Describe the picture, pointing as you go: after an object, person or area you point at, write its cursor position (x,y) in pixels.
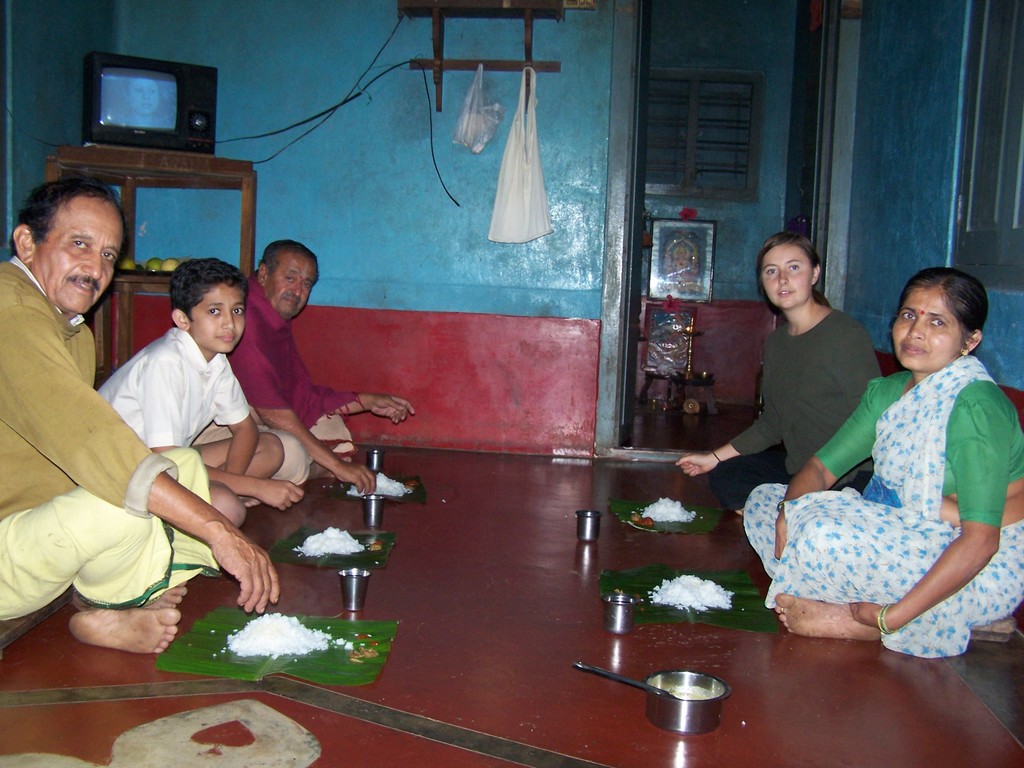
In the image at the left side (265,385) there are three men (134,464) sitting on the floor (124,657) and in front of them there are banana leaves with rice (355,496) and other food items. And also there are glasses (376,452). At the right side of the image (935,464) there are two ladies (885,414) sitting and in front of them there are banana leaves (693,574) with rice (685,577) and other food items (639,517). In the background (156,112) there is a table (169,157) with TV (173,114). And to the wall (415,287) there is a hanger (439,30) with covers (511,170). Beside that to the right side (684,221) there is a room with god frames (680,352).
